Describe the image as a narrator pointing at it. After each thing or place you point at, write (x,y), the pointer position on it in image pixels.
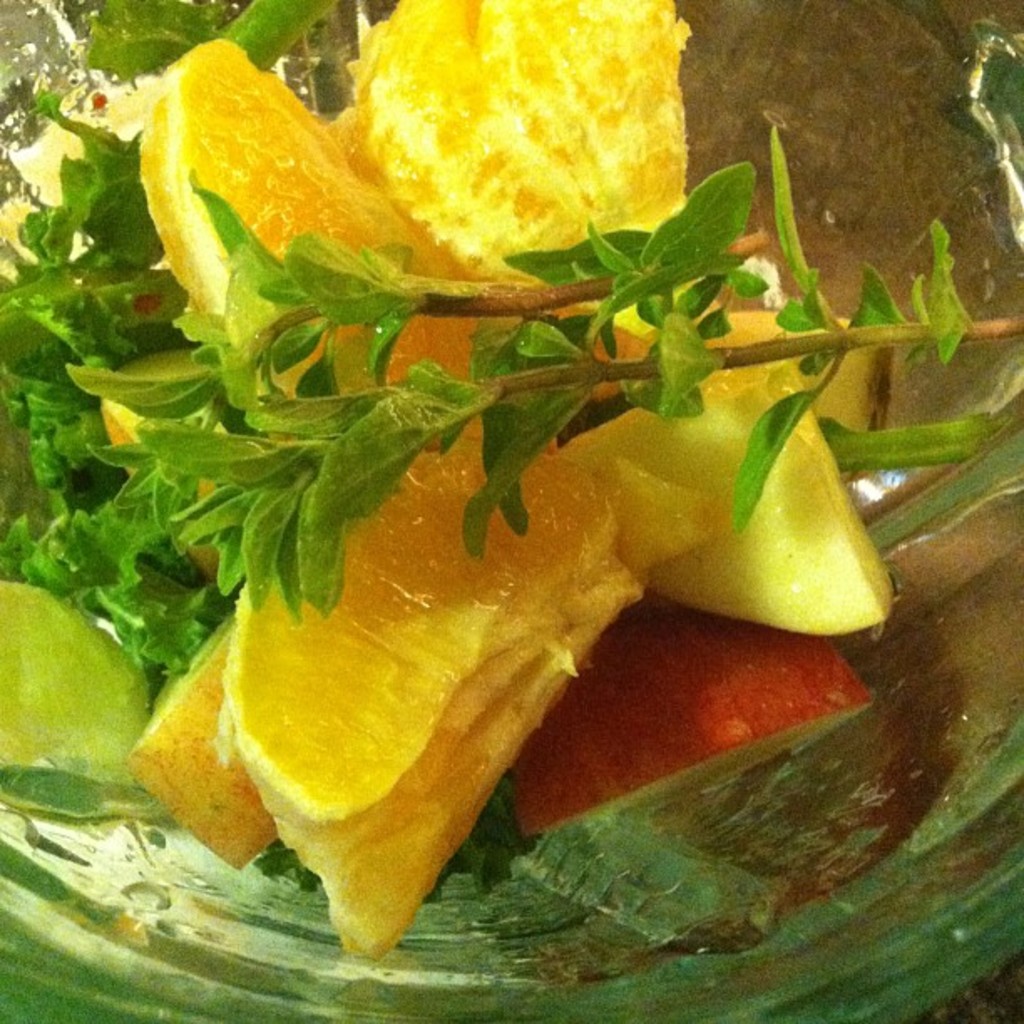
There is a glass plate (689,863). On that there are pieces of orange (381,601) and apples (766,684). Also there are stems (445,406) with leaves (249,389).
